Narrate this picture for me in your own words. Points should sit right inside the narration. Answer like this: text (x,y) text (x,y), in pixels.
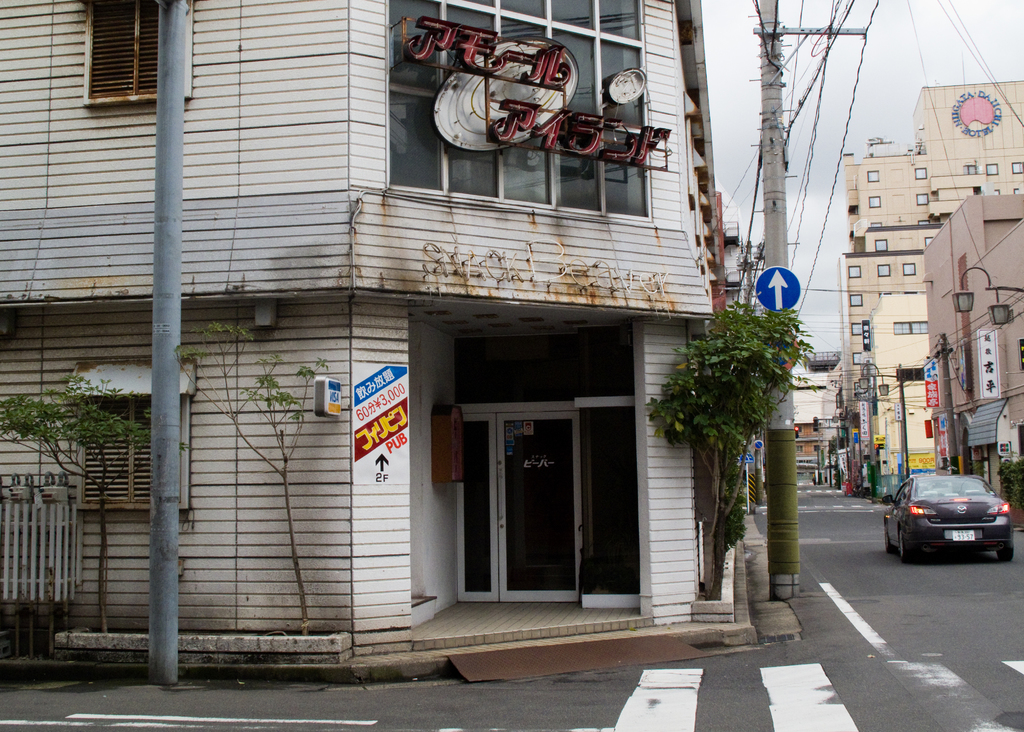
In this picture we can see few poles (747,246), buildings (540,325), trees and hoardings (782,274), on the right side of the image (894,522) we can see a car (957,529) on the road (996,565), in the background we can find few lights (1002,314).
